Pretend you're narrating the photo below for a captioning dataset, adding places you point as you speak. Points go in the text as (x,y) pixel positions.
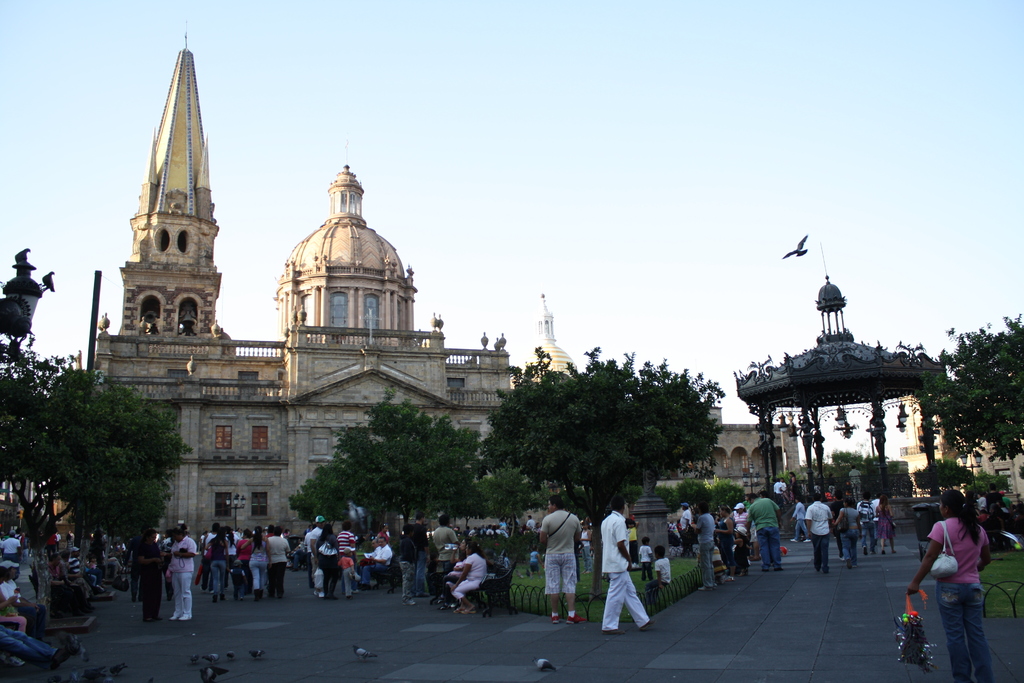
In this image there are group of people (142,584) walking, and some of them are sitting on benches (492,580) and some of them are wearing handbags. In the background (510,389) there is a palace (252,341), trees (514,479), plants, and grass (522,588). At the bottom (483,643) there is walkway (723,633), on the walkway (428,663) there are some birds (537,664). And on the right side of the image (876,473) there might be a tower (899,415) and on the left side (20,335) there is some object (20,309), at the top (24,217) there is sky (35,252).
